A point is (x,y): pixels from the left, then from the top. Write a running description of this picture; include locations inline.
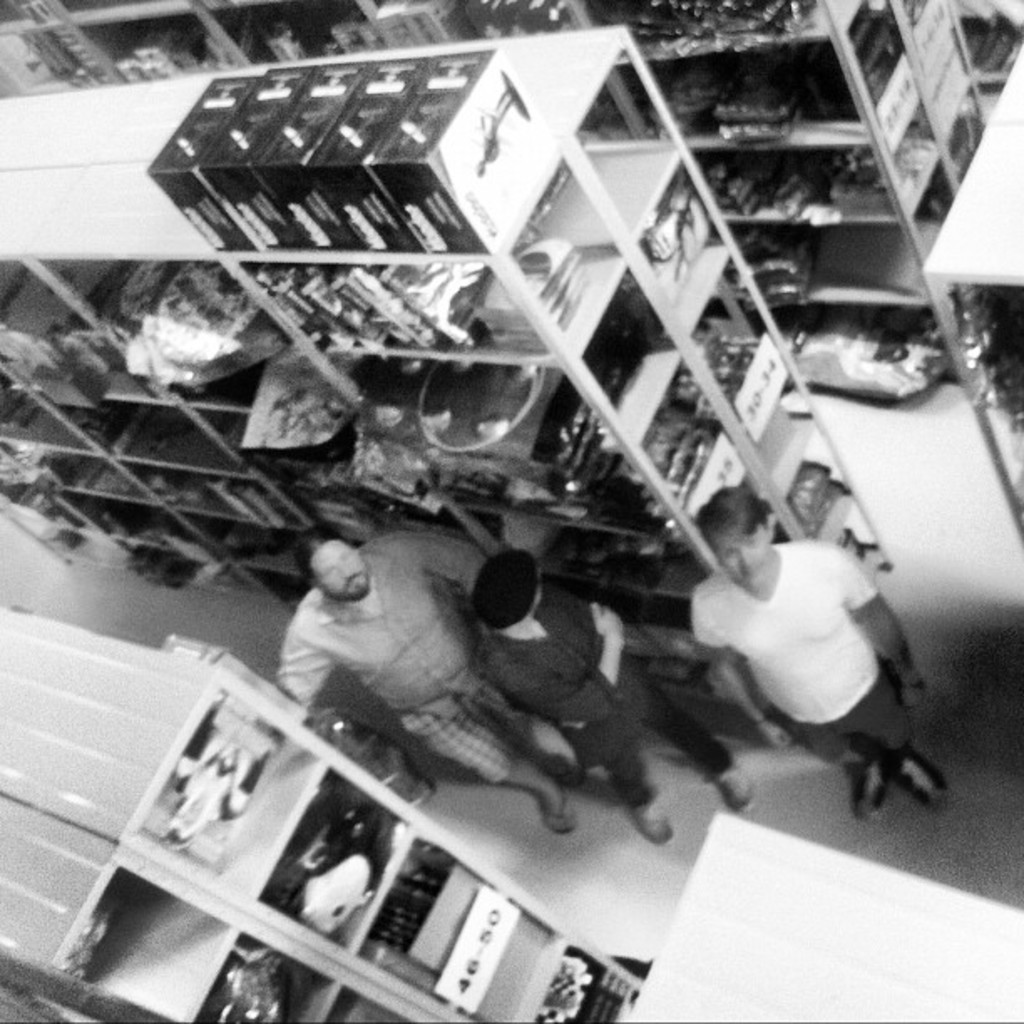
It is a black and white image, there are some cabinets (348,952) in room (276,667) and in each shelf (269,920) of the cabinet (359,941) some objects (574,980) are placed and there are total three men (481,704) in the picture.
